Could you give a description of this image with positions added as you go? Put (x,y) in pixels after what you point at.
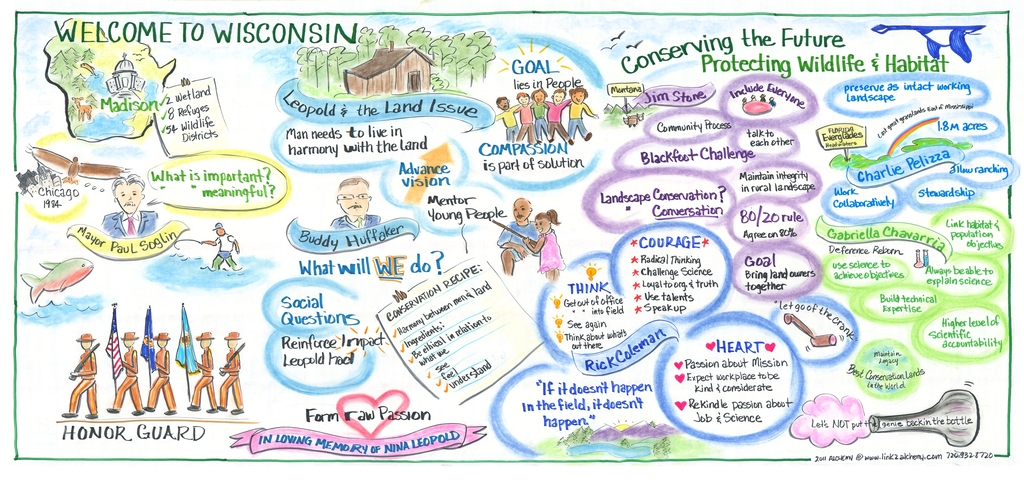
This is a poster (367,305) and on this we can see texts (171,177) written on it providing the information and there are drawings (211,272) of persons (127,214), houses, trees (469,78), birds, animals (43,281), clouds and sky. On the left (129,374) at the bottom corner (201,383) there are drawings (130,360) of five persons (207,350) and among them three are holding flags (119,366) and two are holding guns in their hands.
